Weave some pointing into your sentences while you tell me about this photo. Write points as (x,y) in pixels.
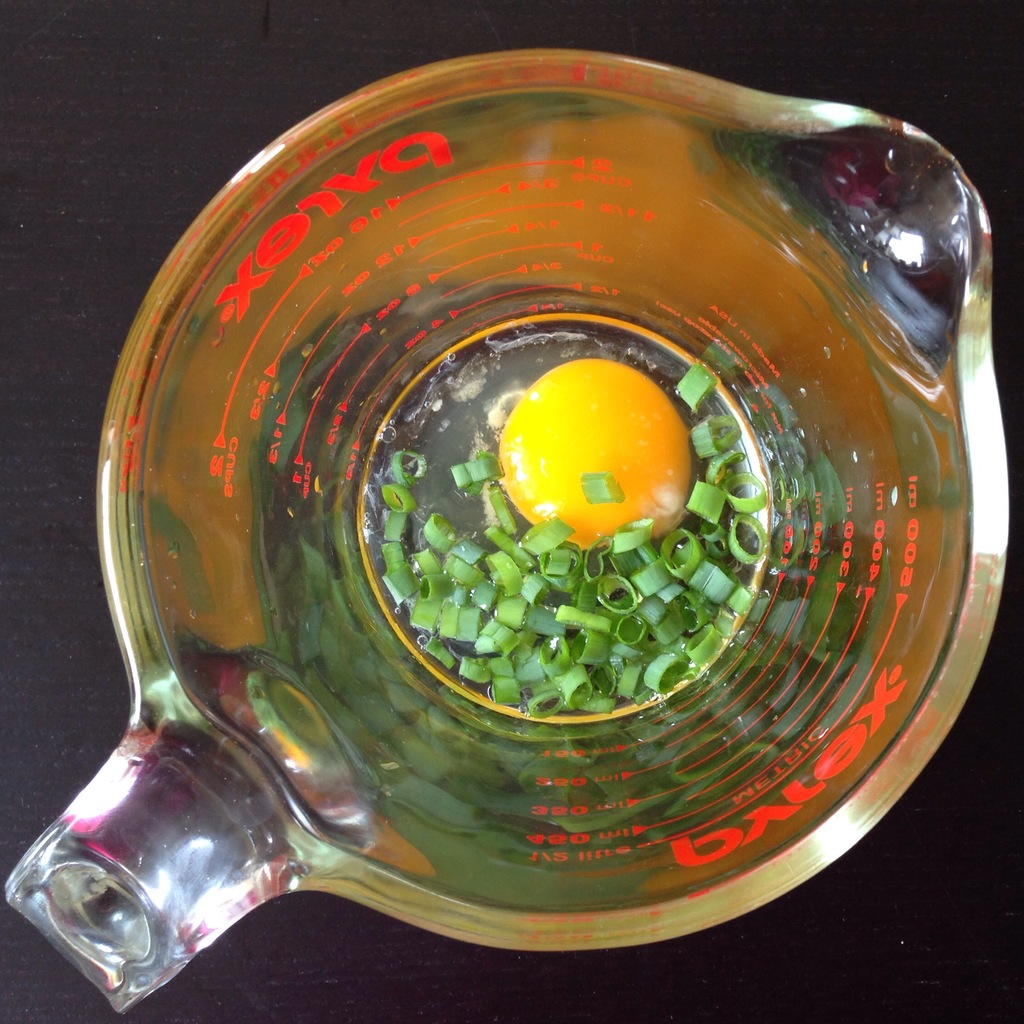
In this image there is a table (288,69). On top of it there is a glass (604,760). Inside the glass (843,396) there is an egg (556,417) and there are slices of spring onions (536,657).
